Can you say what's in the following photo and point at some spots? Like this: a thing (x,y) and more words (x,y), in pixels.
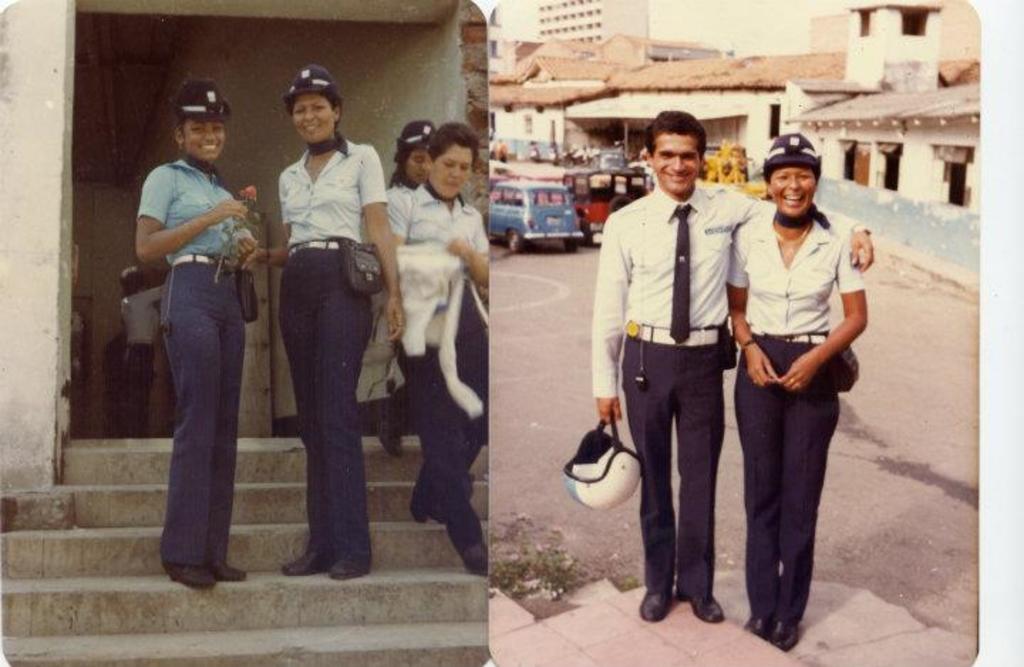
In this picture there are two photos in the image, there are group of girls (203,178) those who are standing on the left side of the image (175,204) and there is a boy (663,225) and a girl (766,461) on the right side of the image (692,537), there are houses (621,128) in the background area of the image (824,50).
